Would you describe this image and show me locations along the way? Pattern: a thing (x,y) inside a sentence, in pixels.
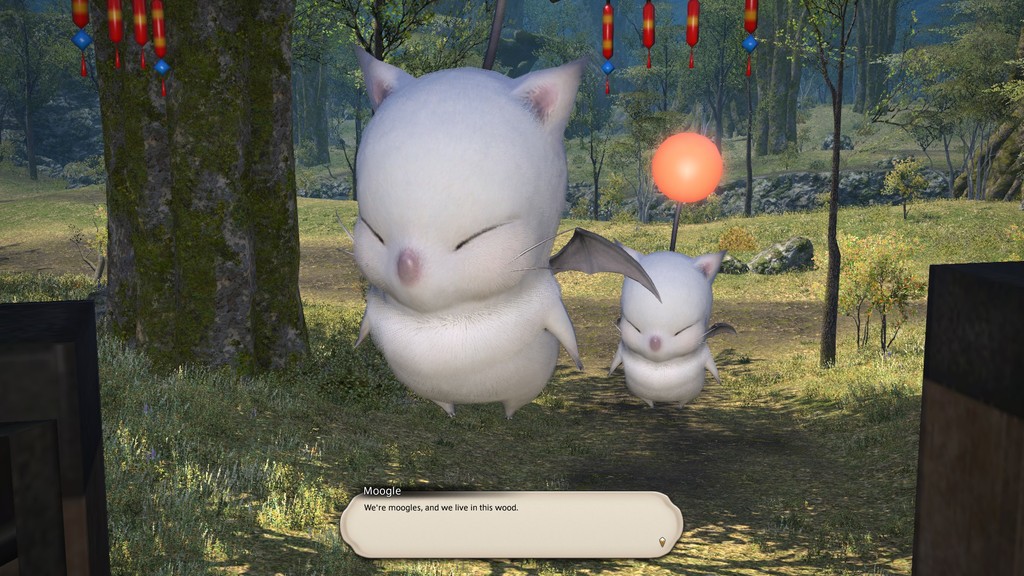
This is an animated image. In this image I can see two creatures (432,335) which are in white color. I can see few red color objects (161,47) and many trees (614,82) in the back (669,31).
